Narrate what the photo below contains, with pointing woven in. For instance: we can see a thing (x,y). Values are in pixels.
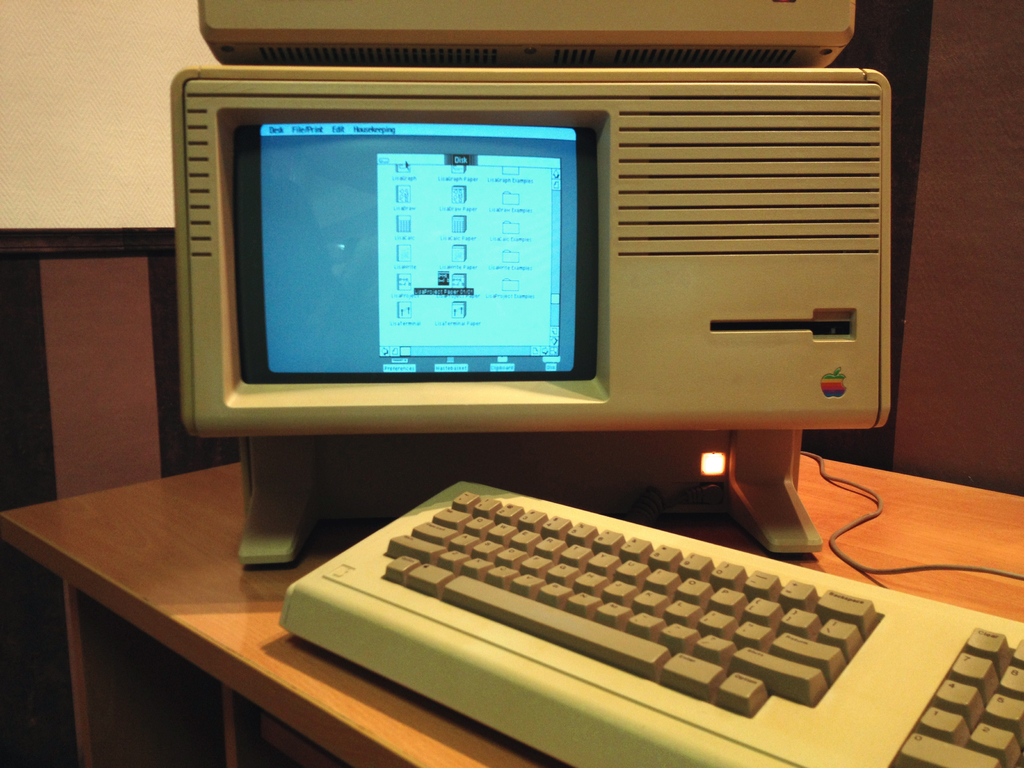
In this image I see a table (293,752) on which there is a keyboard (327,574) and a monitor (286,492), I can also see a wire (871,491) over here. In the background (67,212) I see the wall (166,256).
